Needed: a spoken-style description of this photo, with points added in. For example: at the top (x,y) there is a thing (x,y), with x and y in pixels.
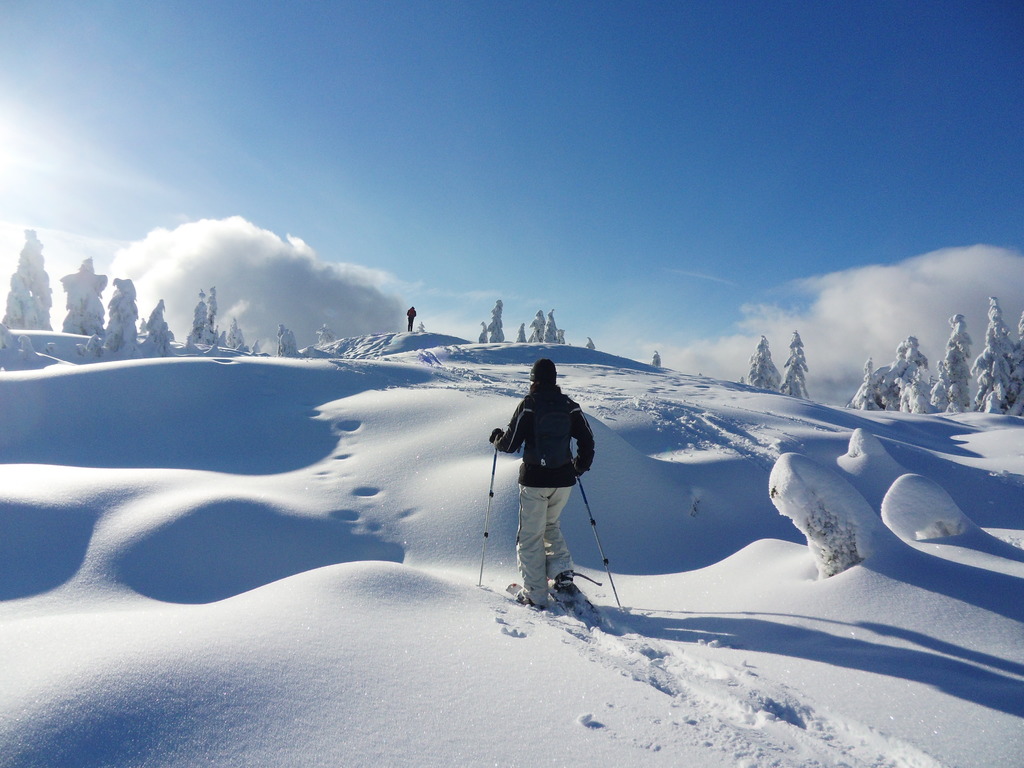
In this image I can see there is a person (545,550) standing and he is wearing snowshoes (522,596) and holding ski sticks (483,561). There is a person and a few trees (278,335) in the backdrop (25,308) and the sky (511,221) is blue.
